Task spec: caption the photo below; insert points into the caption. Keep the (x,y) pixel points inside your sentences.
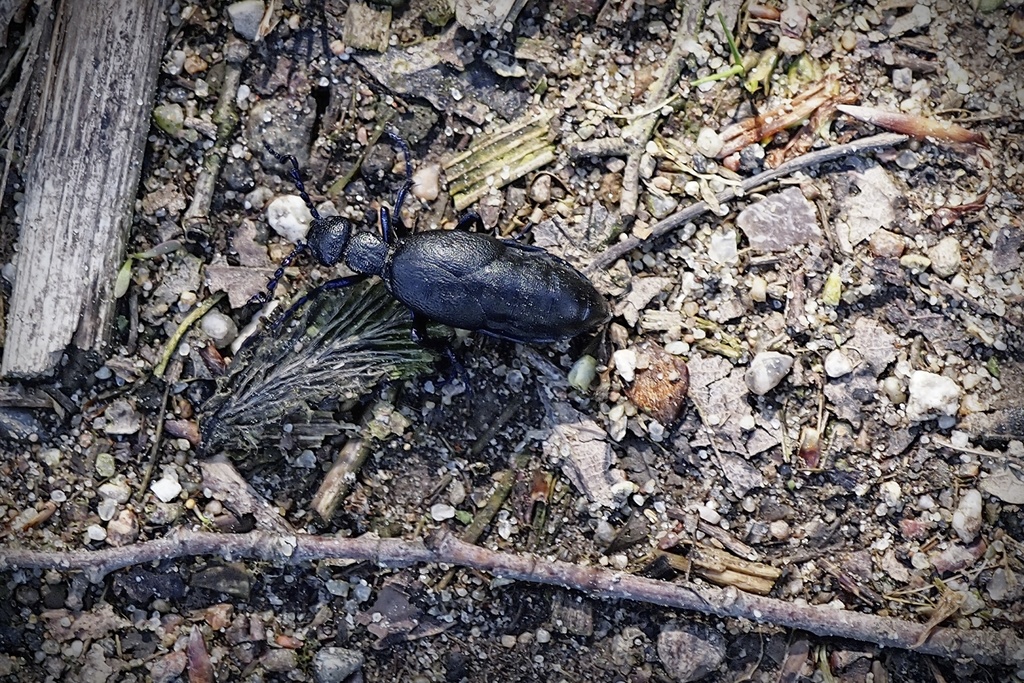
In the image there is a black insect (478,315) on the messy surface (472,528), there are many stones (754,365), dry branches (195,216) and a lot of dust (840,455) around that insect (325,241).
